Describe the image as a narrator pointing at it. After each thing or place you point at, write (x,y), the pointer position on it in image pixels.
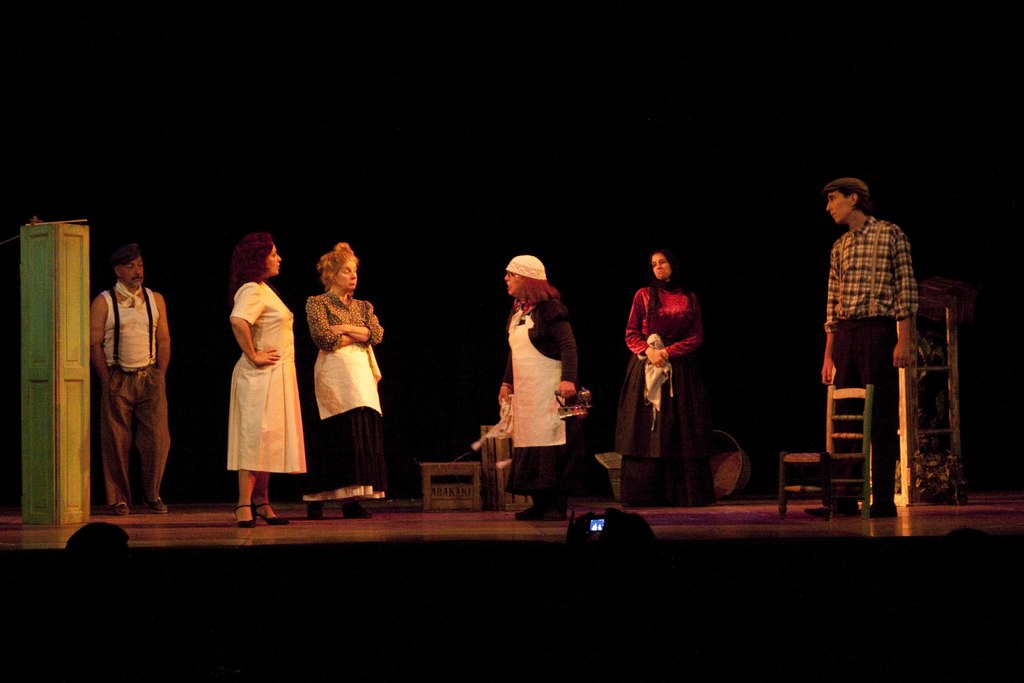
In this image, we can see there are six people (852,496) standing on the stage (142,516), and performing the drama.
